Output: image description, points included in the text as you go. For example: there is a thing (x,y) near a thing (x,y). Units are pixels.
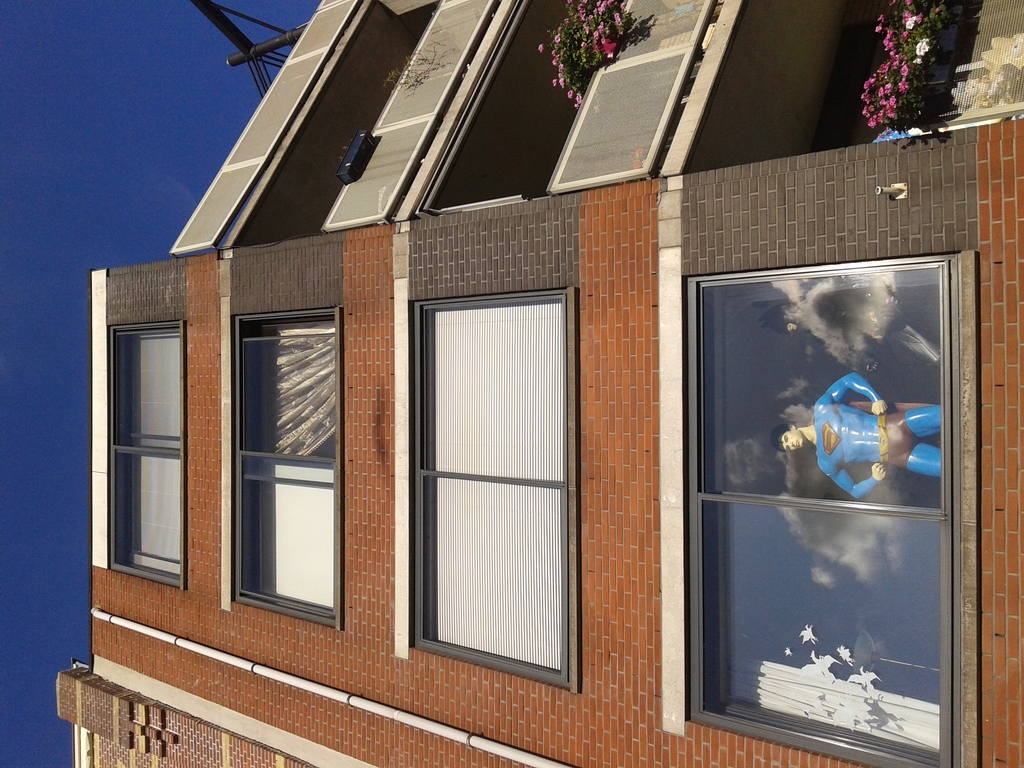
There is a building (947,339) which has windows (725,443), window blinds (556,418), curtains (315,386) and a superman toy (888,438). There are flower plants (878,75).
